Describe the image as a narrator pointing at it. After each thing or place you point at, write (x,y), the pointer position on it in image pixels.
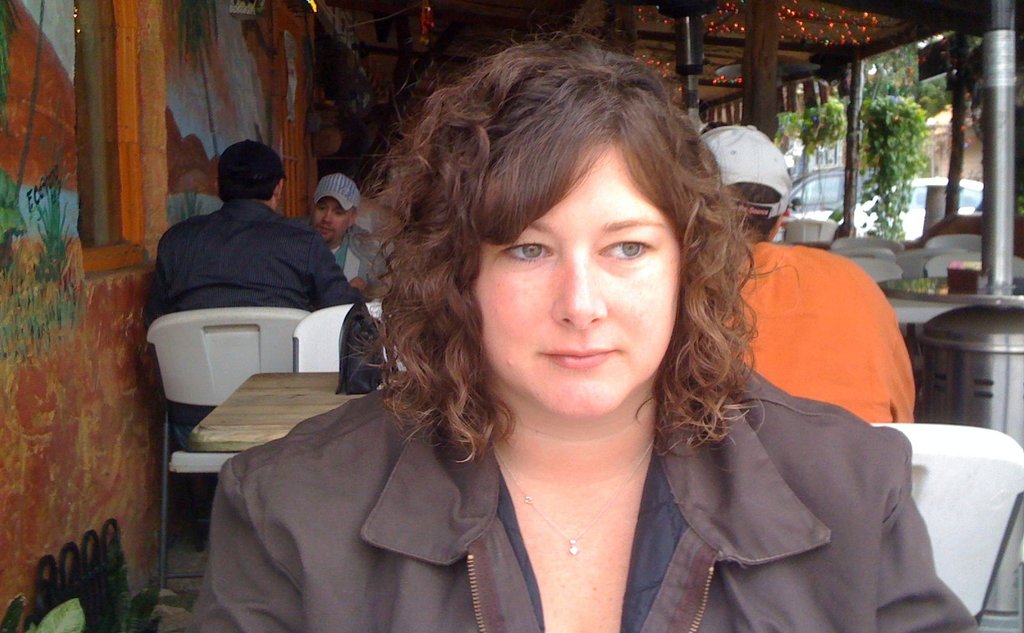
In this picture there are group of people (643,502) sitting on the chair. At the top (830,18) there are lights (725,6). At the left (100,70) there is a window (97,145) and there is a painting (8,302) on the wall (109,393). At the right (876,189) there are cars (824,187) and trees (911,57).
